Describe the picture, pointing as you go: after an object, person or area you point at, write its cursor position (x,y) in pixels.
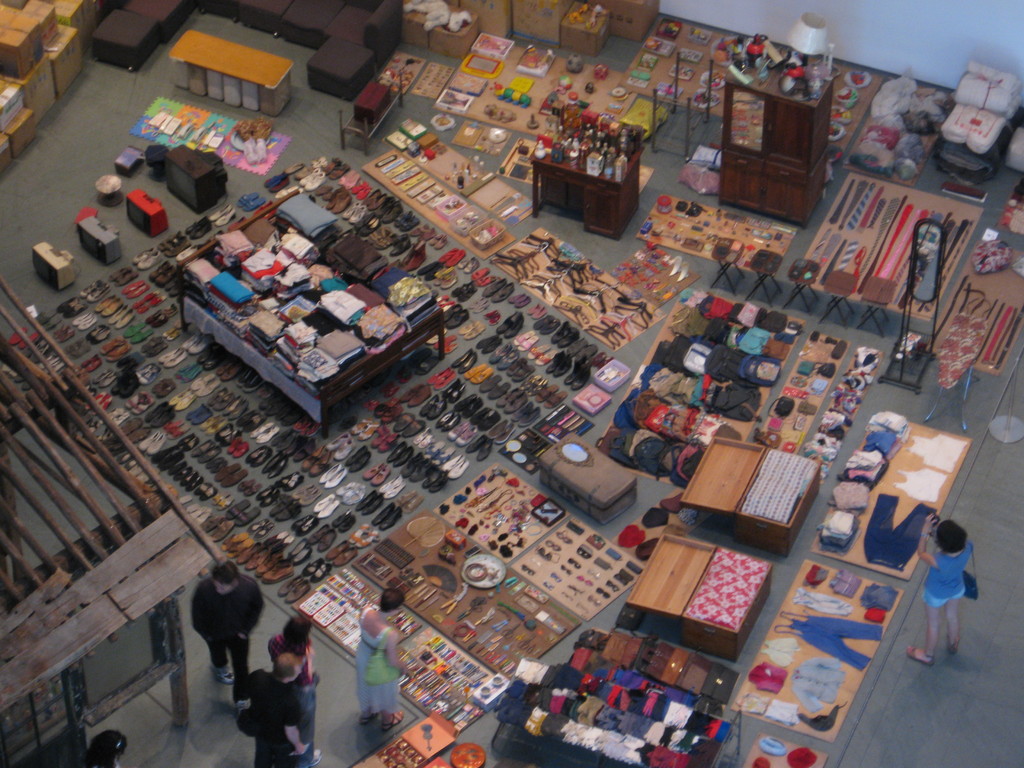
In the image we can see on the ground (333,655) people (246,638) are who are standing there are shoes (308,466) and sandals (457,261) and on table (287,302) there are clothes (285,295) and there on the table (584,168) there are scent bottles (581,155), perfume bottles (610,148).
